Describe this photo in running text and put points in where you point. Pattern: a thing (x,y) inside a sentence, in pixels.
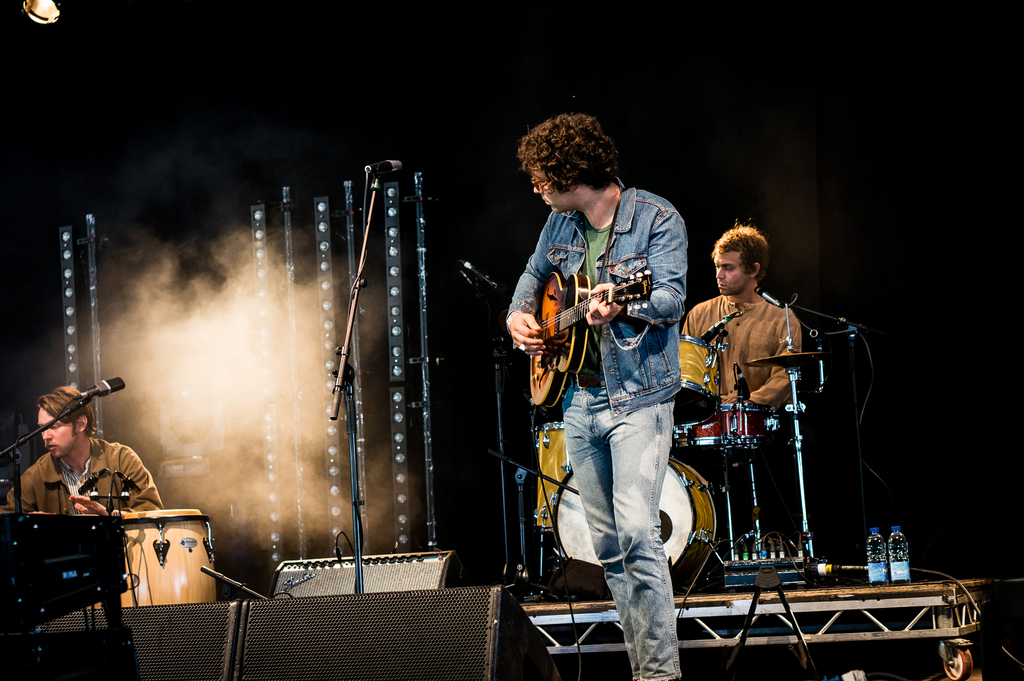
The picture is taken on the stage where three people (589,466) are present one person (578,476) is standing in the center of the picture (620,367) wearing blue jacket (630,381) and holding guitar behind him there is one person (758,392) sitting on the chair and playing drums (736,430) beside him there are water bottles (880,571) and at the left corner of the picture (84,481) one is sitting and playing drums (163,532) behind him there are some stands (278,518) and smoke (193,364).
